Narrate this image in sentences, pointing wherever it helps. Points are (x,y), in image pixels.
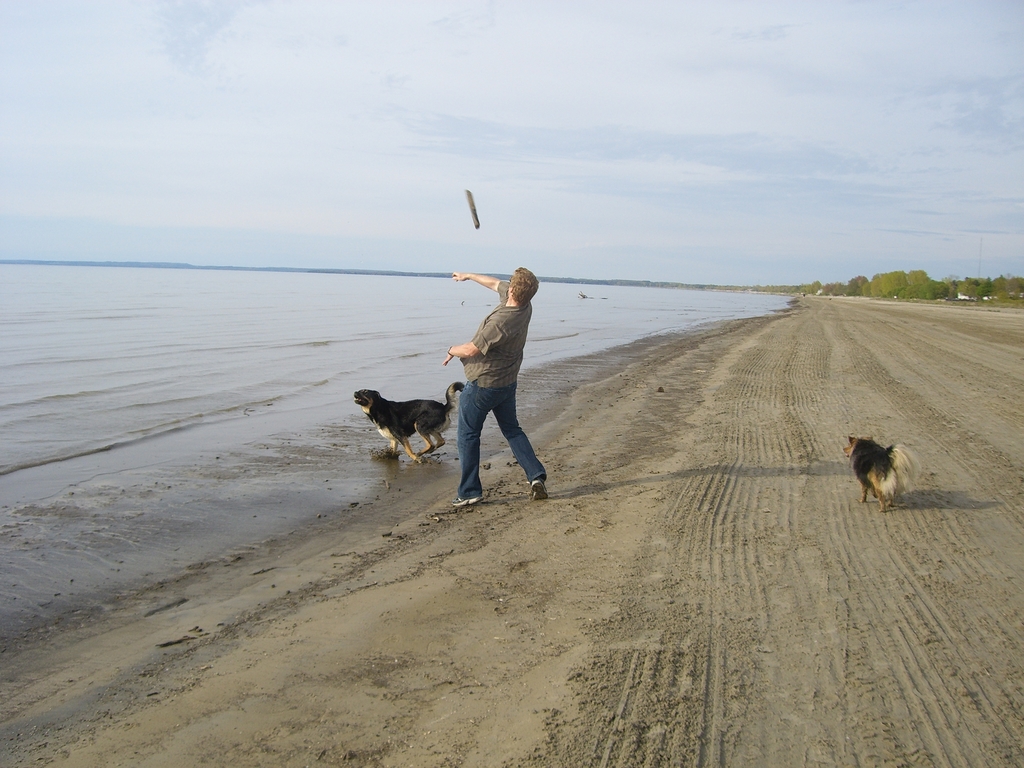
In this image on the left side (183,400) there is one beach (273,469), and on the right side (972,361) there is sand (532,600) and in the center (505,371) there is one person (514,378) who is standing and there are two dogs (399,430). In the background (997,282) there are some mountains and trees (955,285), on the top of the image (454,179) there is sky (367,182).
